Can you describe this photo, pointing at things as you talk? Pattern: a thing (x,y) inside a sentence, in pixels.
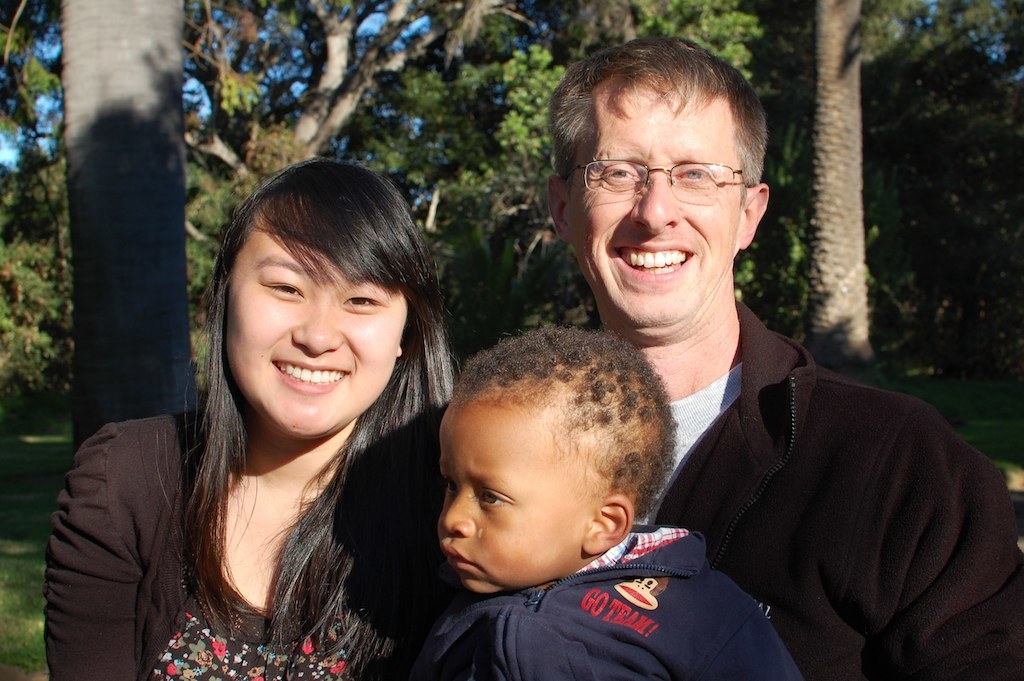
In this image, I can see a man (743,417) and a woman (352,422) smiling. I can see a boy (458,545). In the background (372,104), there are trees (80,100).
